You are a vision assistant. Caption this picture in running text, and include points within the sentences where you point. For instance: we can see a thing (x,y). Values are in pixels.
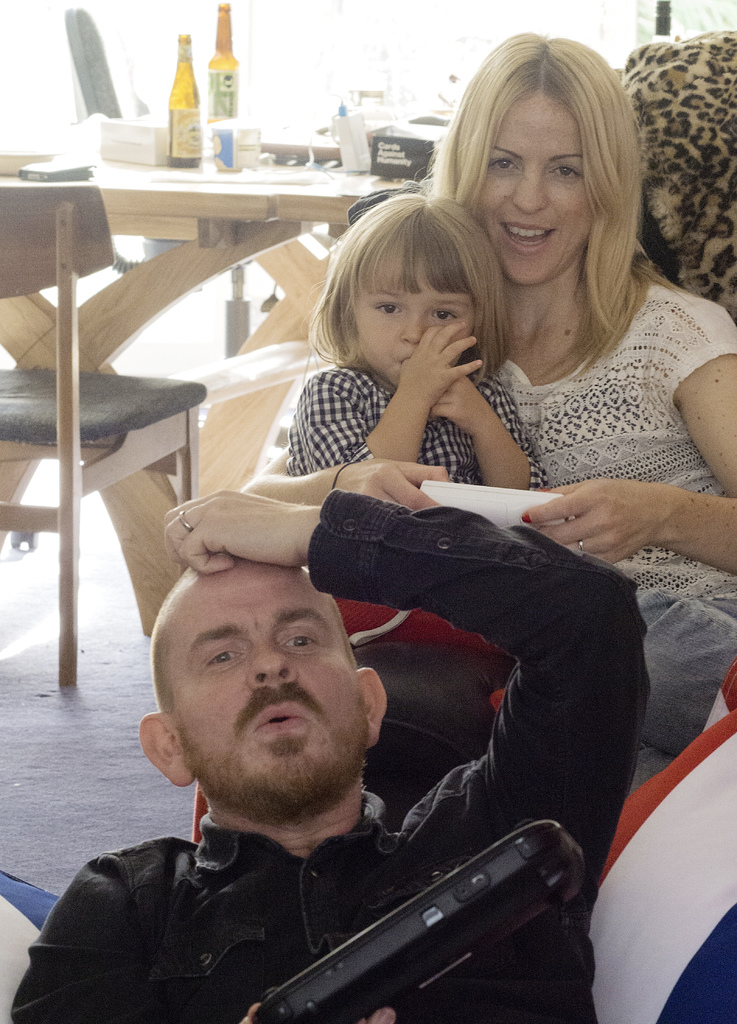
In this image in the front (428,587) there are persons (511,579) sitting and there is a woman (615,461) sitting and holding a girl (457,458) in her arms (393,471) and smiling and there is an object (472,491) which is white in colour in the hand (416,481) of woman (584,498). In the background (65,397) there is an empty chair (50,370), there is a table (222,197), on the table (244,197) there are bottles (221,95), there are objects (234,149) which are white and black in colour and there is an object (695,163) which is brown in colour.
